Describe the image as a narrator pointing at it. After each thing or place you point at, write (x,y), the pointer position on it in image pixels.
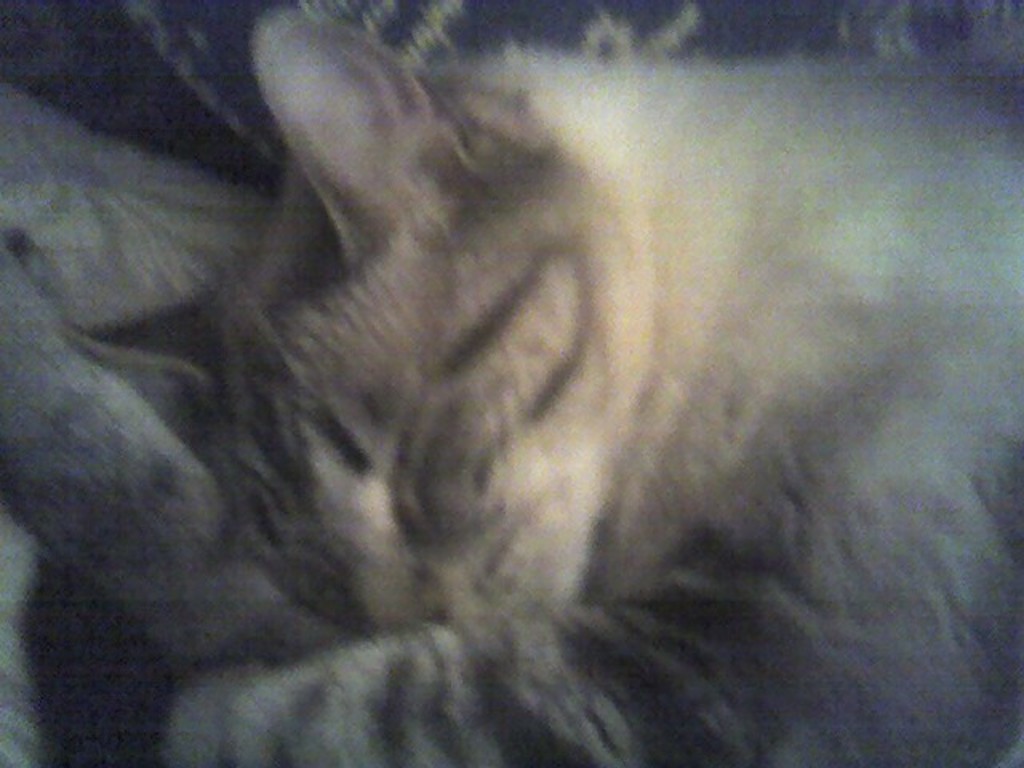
This is a blurred image of a sleeping cat (435,409).
